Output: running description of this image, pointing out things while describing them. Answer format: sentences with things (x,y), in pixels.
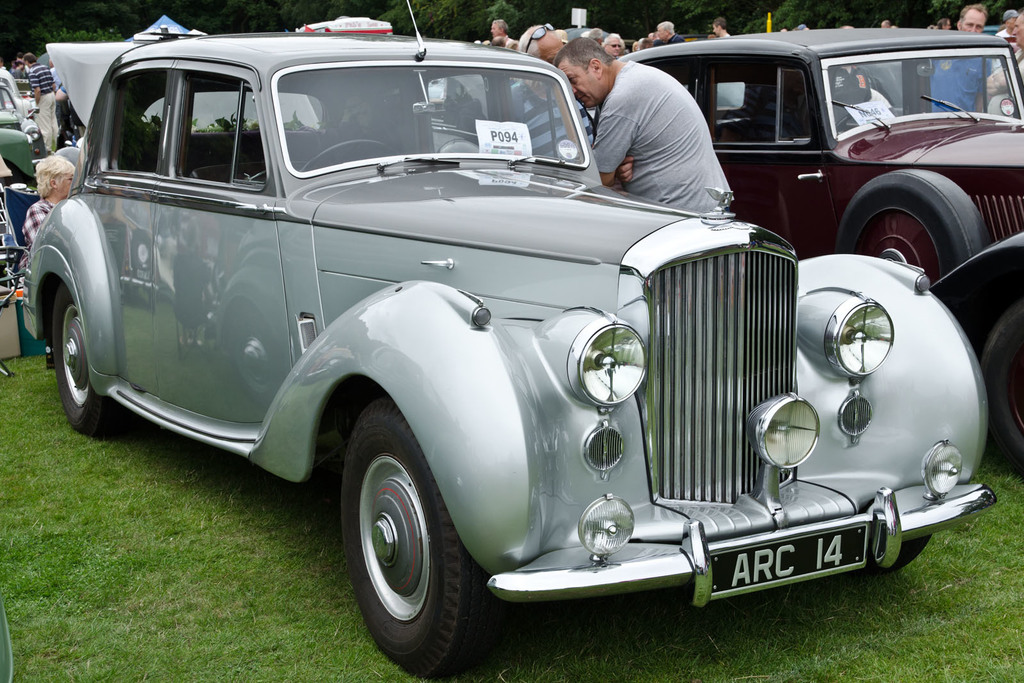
In this image I can see vehicles (491,236). In the background (615,126) I can see people (626,142), trees (404,26) and some other objects (139,35). Here I can see the grass (142,565).
